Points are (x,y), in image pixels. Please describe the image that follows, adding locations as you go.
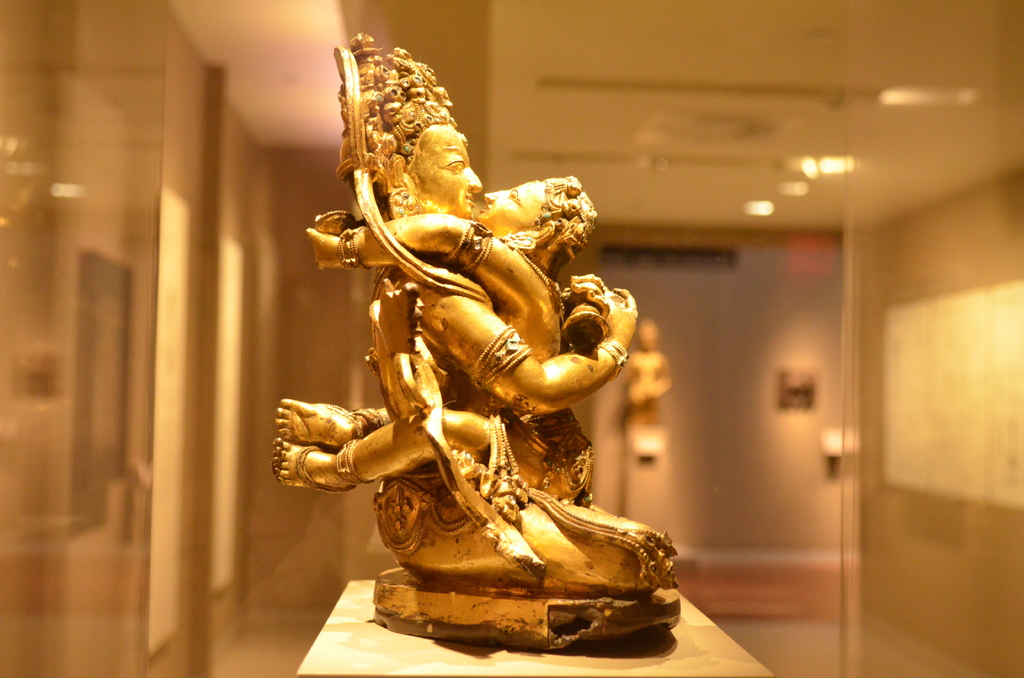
In this picture we can see a statue (430,562) on a platform (631,671) and in the background (247,487) we can see lights (753,207), walls (749,256), roof (770,180), statue (648,423) and it is blurry.
